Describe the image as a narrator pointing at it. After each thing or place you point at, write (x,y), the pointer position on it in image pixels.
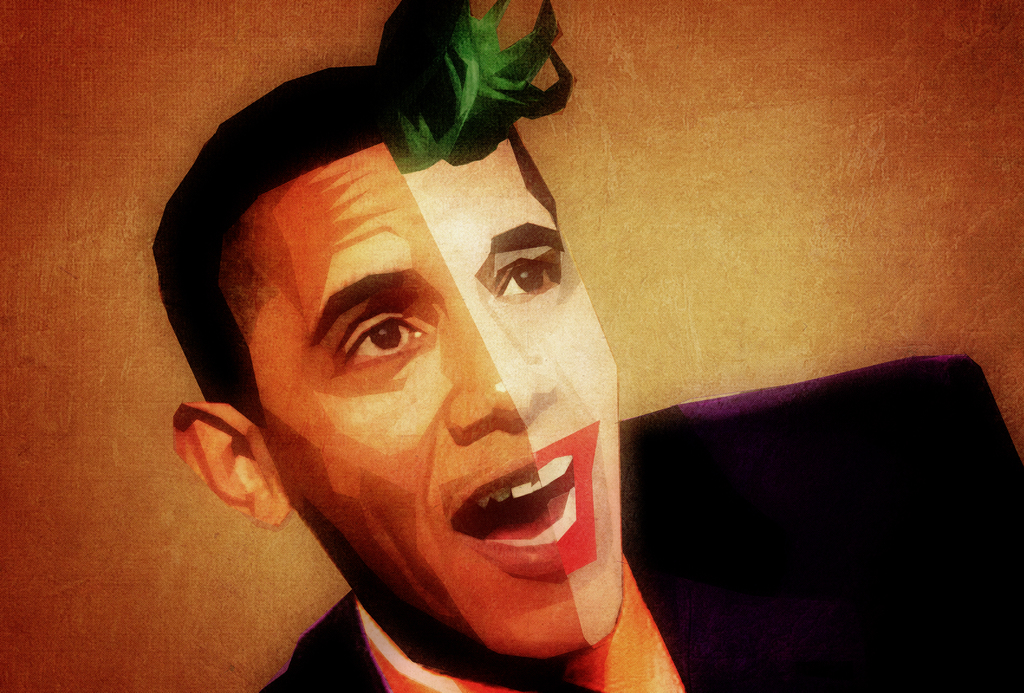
In this image, we can see a picture of a man (830,475) wearing a black color jacket (701,464). In the background (946,153), we can see an orange color.
